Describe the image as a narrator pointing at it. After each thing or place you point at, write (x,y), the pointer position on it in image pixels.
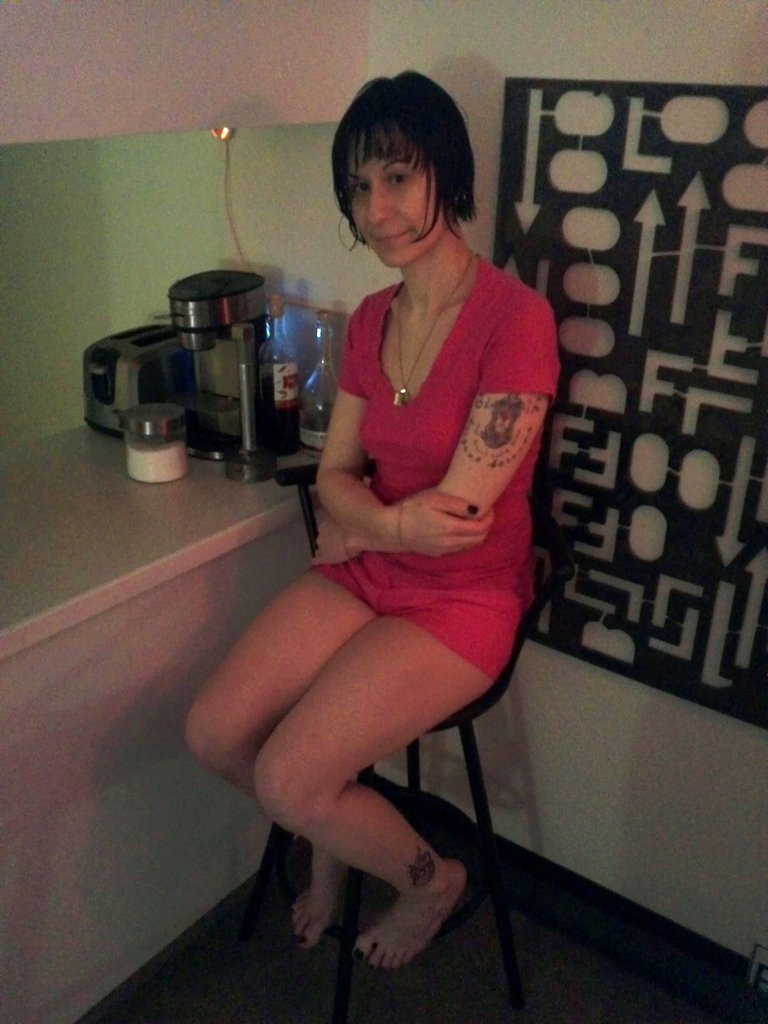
In this image I can see a woman (398,816) is sitting. I can see she is wearing necklace (403,375) and red dress (439,560). In the background (175,477) I can see few bottles (271,332) and few other stuffs (94,387).
